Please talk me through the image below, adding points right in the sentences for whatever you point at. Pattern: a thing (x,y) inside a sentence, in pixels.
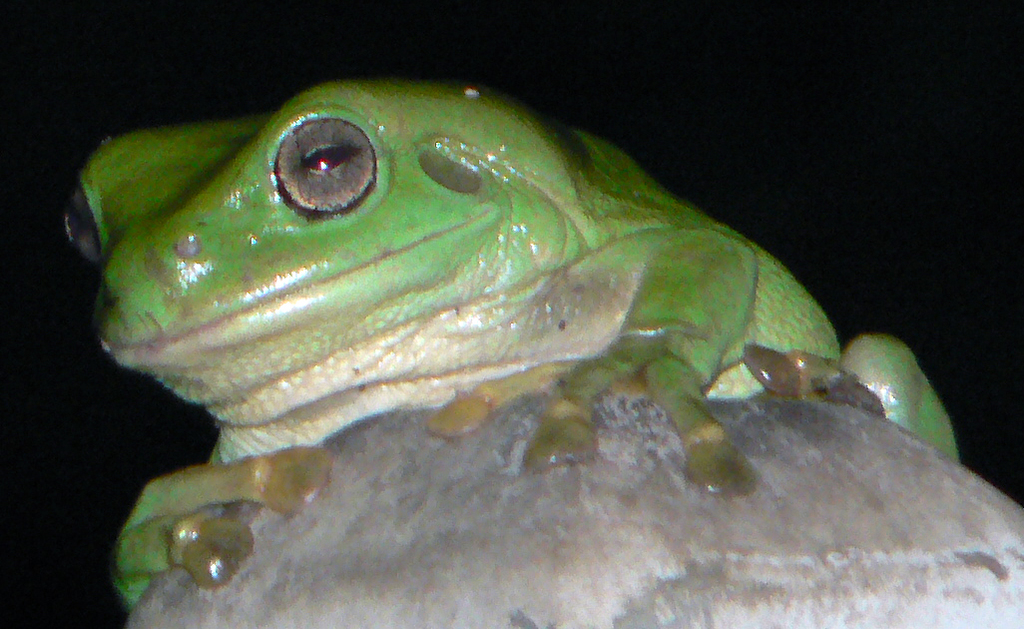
In this image there is a green colour frog (521,256) on the stone (628,533).
